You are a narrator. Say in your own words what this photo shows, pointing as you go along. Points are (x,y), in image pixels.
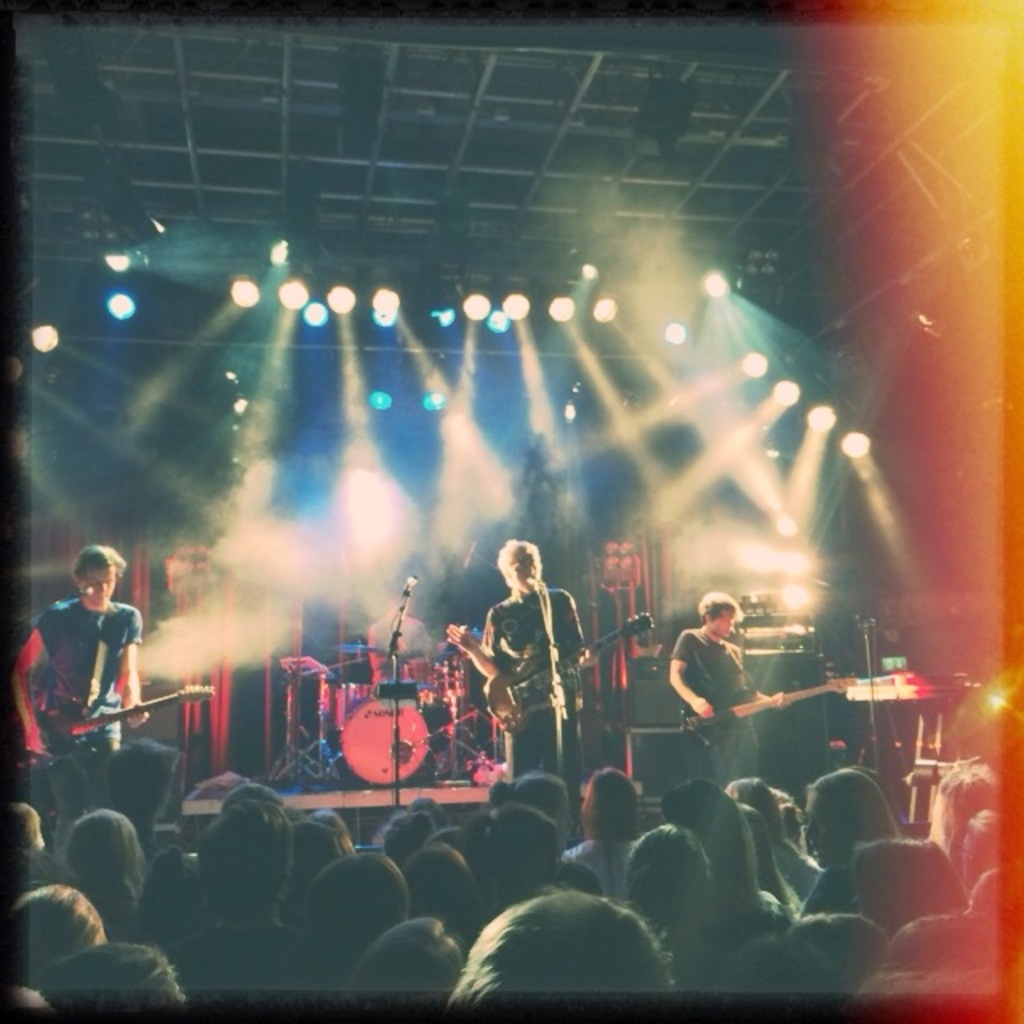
It looks like a three people (70,691) who are giving a stage performance. They are holding a guitar (644,614) in their hand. In the background (453,503) we can see a lighting arrangement (463,452). Here we can see a group of people (728,834) who are watching these people (41,714).
